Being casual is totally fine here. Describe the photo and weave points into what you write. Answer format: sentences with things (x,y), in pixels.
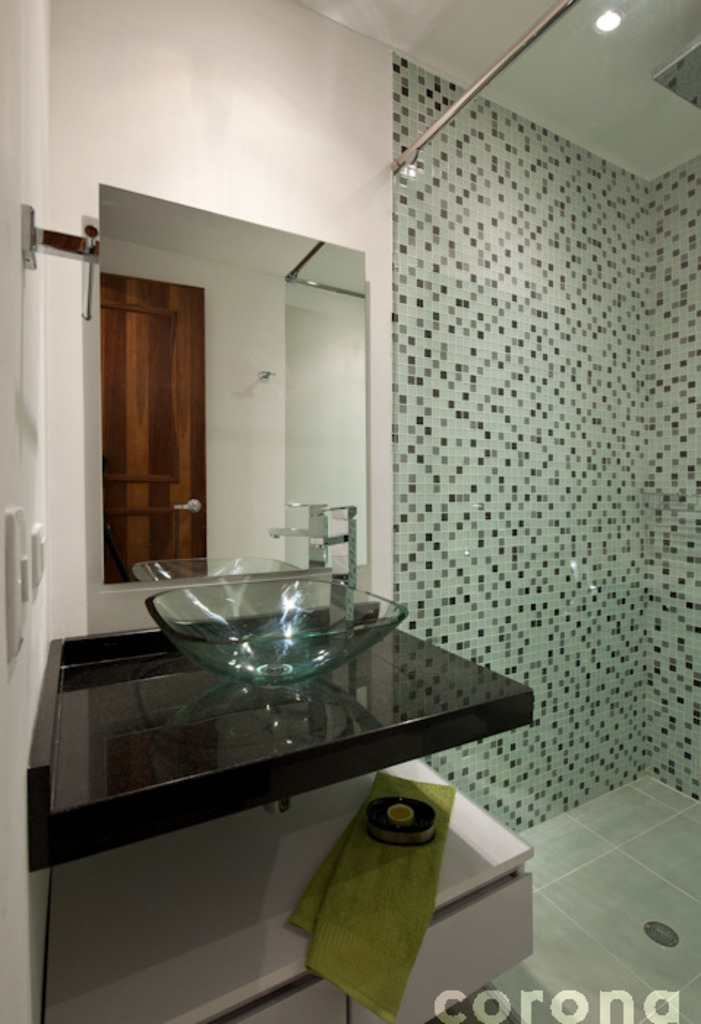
In the middle of the picture (334,628), we see a glass basin (320,634). Below that, we see a green color napkin (358,947). On the left side (62,499), we see a white wall (42,407). Beside that, we see a mirror (168,285) is placed on the wall (253,129). We see a brown door (152,441) in the mirror (152,441). On the right side (501,355), we see a shower (566,534). At the top (549,28), we see an iron rod (552,17). This picture is clicked in the washroom (448,423).
